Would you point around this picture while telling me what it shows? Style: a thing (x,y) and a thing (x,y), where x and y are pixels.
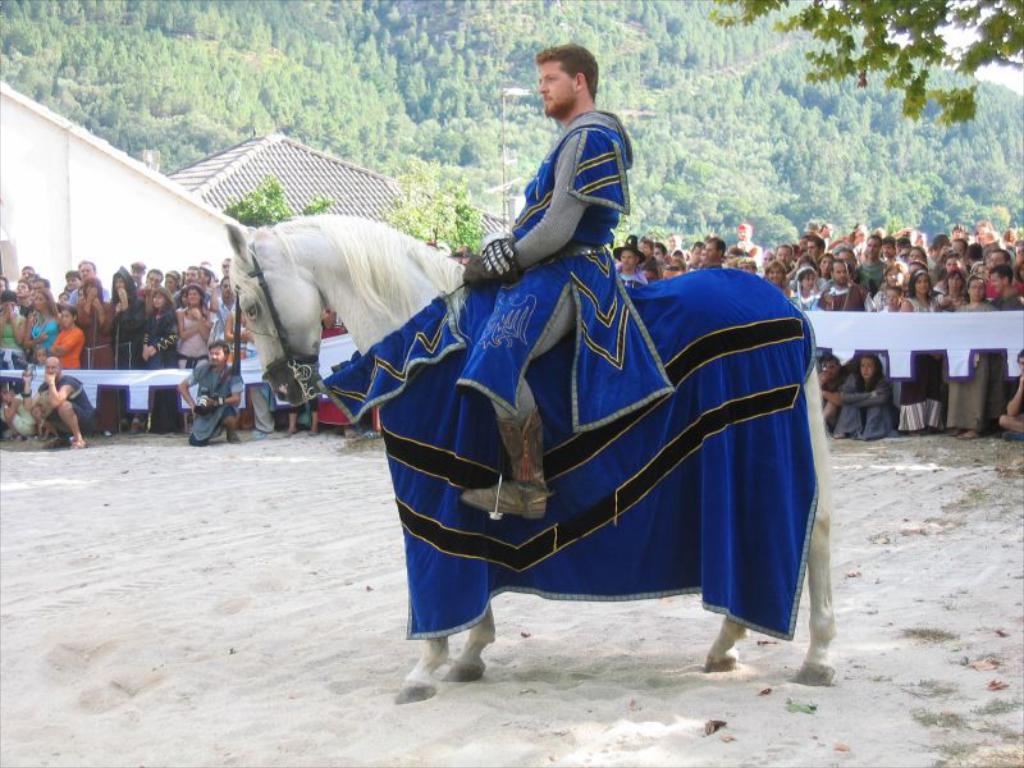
In this picture there is a man (624,373) in the center of the image (356,308), on a horse (561,500), on a sandy floor (287,511) and there are people (149,353) those who are standing in front of the boundary (14,377) in the background area of the image (894,299), there is a pole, houses (167,210), and trees (254,196) in the background area of the image (432,137).
